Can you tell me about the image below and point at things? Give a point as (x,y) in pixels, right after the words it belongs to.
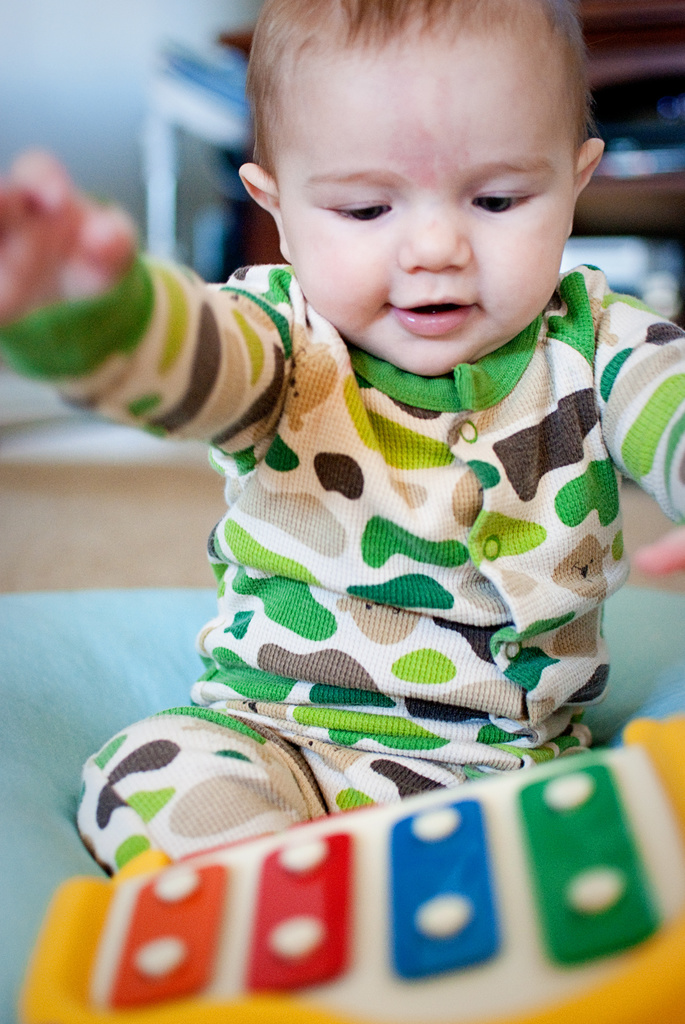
In this image there is a child (307,254) who is playing with the toy (344,822) which is present at the bottom (670,755).
